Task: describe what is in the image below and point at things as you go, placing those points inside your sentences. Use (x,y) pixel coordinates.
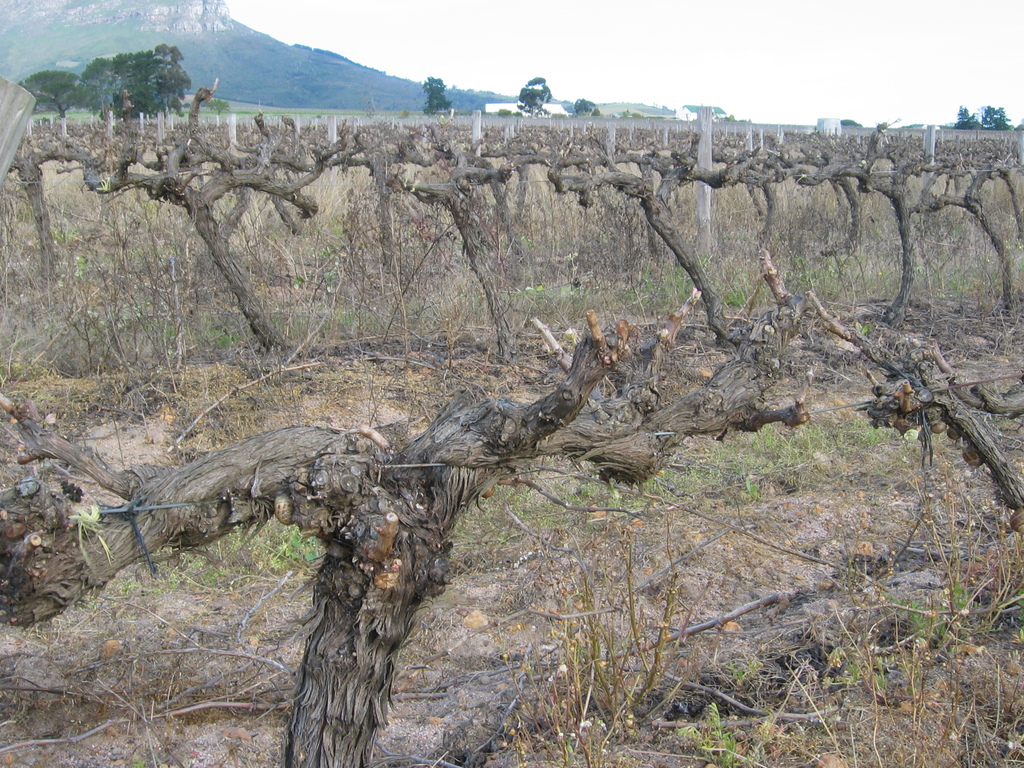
In this image I can see few trees (97,84), dry trees (589,170), poles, mountain (267,54), sky (593,48) and few sticks (207,701) on the ground (760,580).
